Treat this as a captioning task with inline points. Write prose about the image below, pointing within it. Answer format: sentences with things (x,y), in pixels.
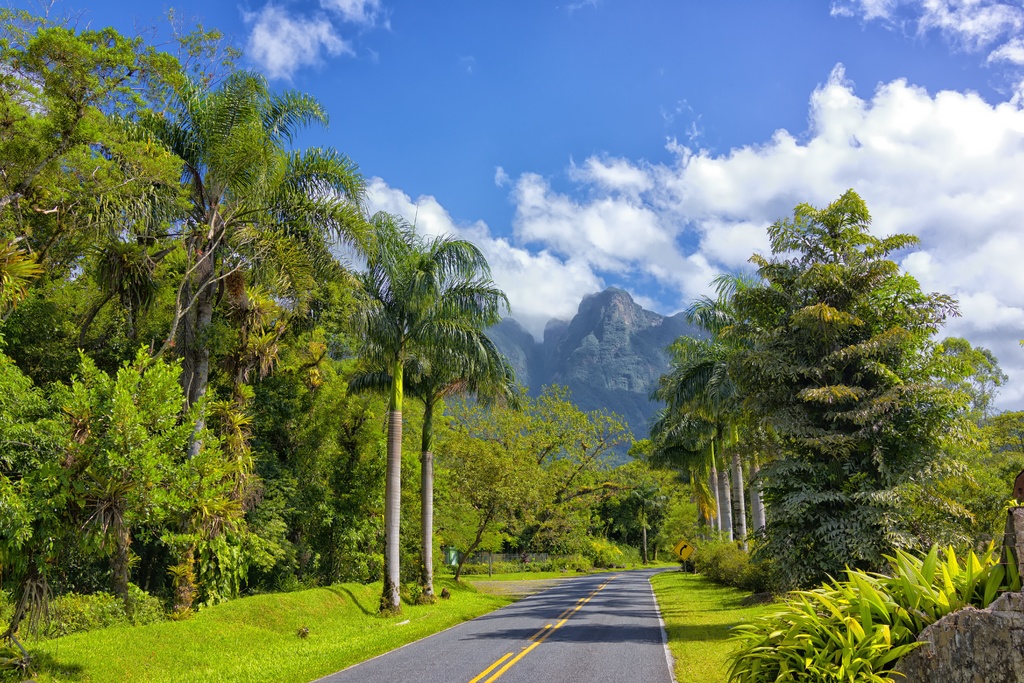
At the center of the image (649,449) there is a road (582,588) and either side of the road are trees (475,485). In the background (494,141) there are mountains (591,321) and sky (547,146).
